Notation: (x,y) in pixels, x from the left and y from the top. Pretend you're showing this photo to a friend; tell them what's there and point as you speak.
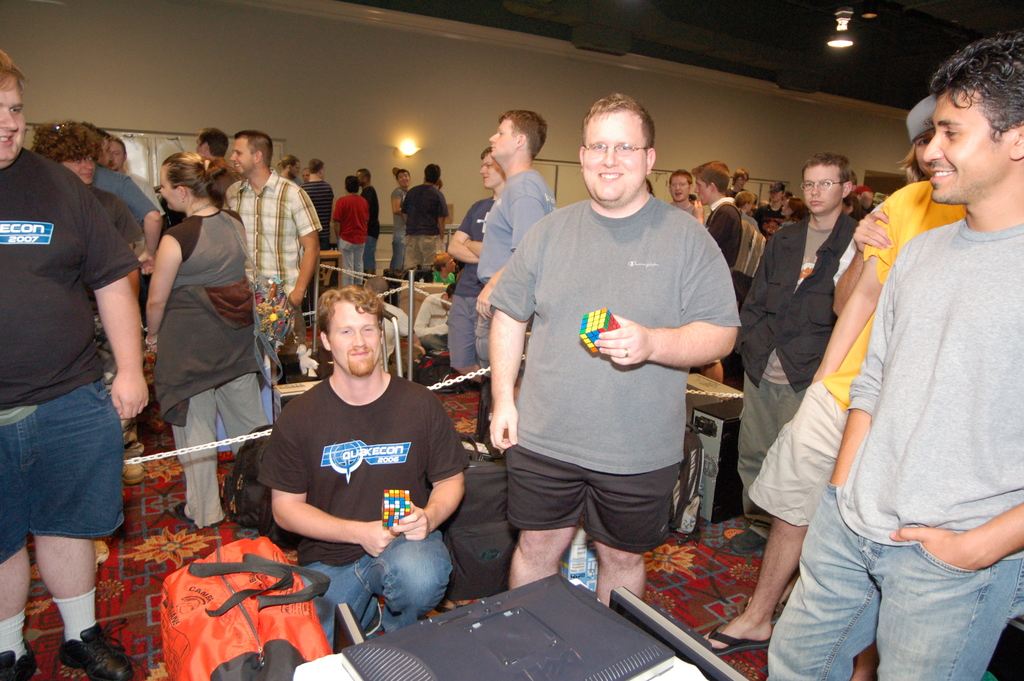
In this picture we can see two people (556,481) holding Rubik's cubes (407,497) in their hands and smiling. There are bags (455,521) and a device (379,676) on a carpet (135,601). Few people (63,530) are visible in the background (157,342). There is a light (418,148) on the wall (387,208) and on top (852,42).
